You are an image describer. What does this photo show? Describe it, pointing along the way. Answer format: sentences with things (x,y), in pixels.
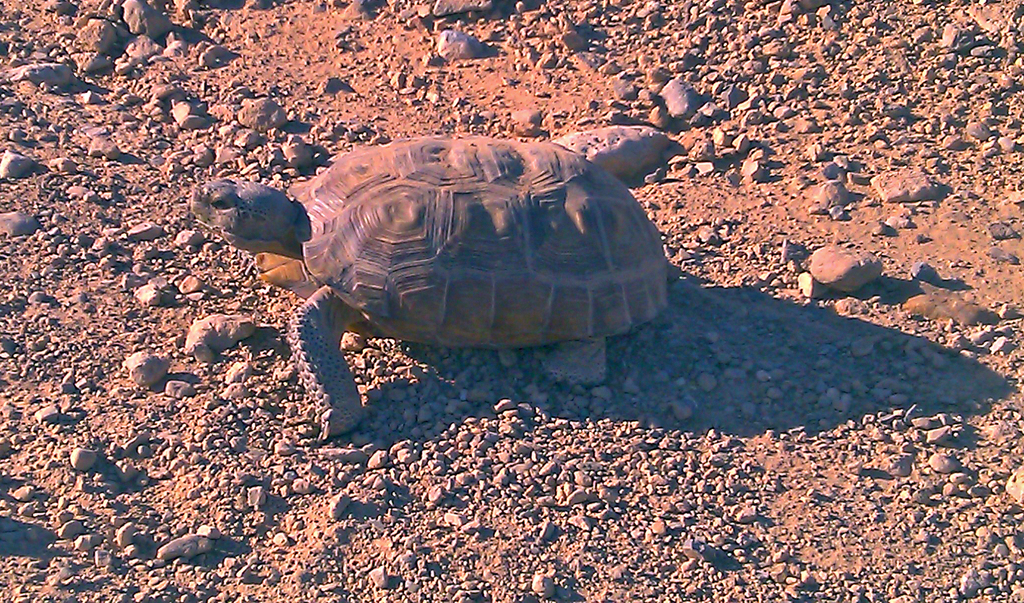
We can see a tortoise (358,193) on the ground (277,354) and we can also see stones (362,135).
